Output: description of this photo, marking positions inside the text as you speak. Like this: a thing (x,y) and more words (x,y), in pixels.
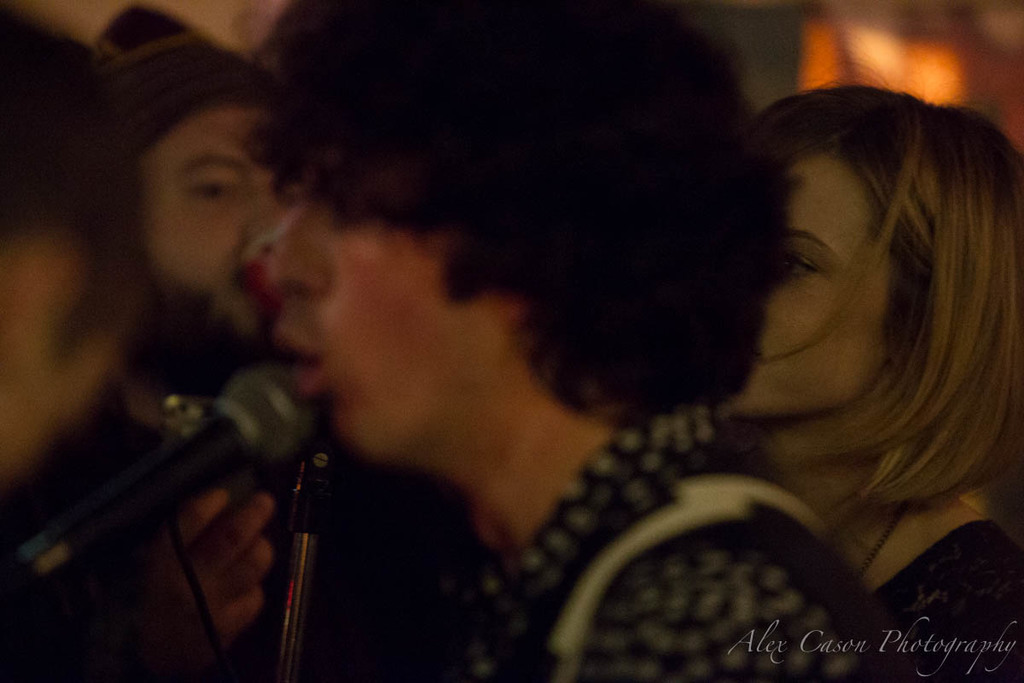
In the middle of the image (565,364) there is a person (565,364). In front of the person (512,283) there is a mic (197,451) and also there is a stand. Behind the person (367,202) there are few people (126,184) and also there is a blur background (929,51). In the bottom right corner of the image (774,624) there is something written on it.
